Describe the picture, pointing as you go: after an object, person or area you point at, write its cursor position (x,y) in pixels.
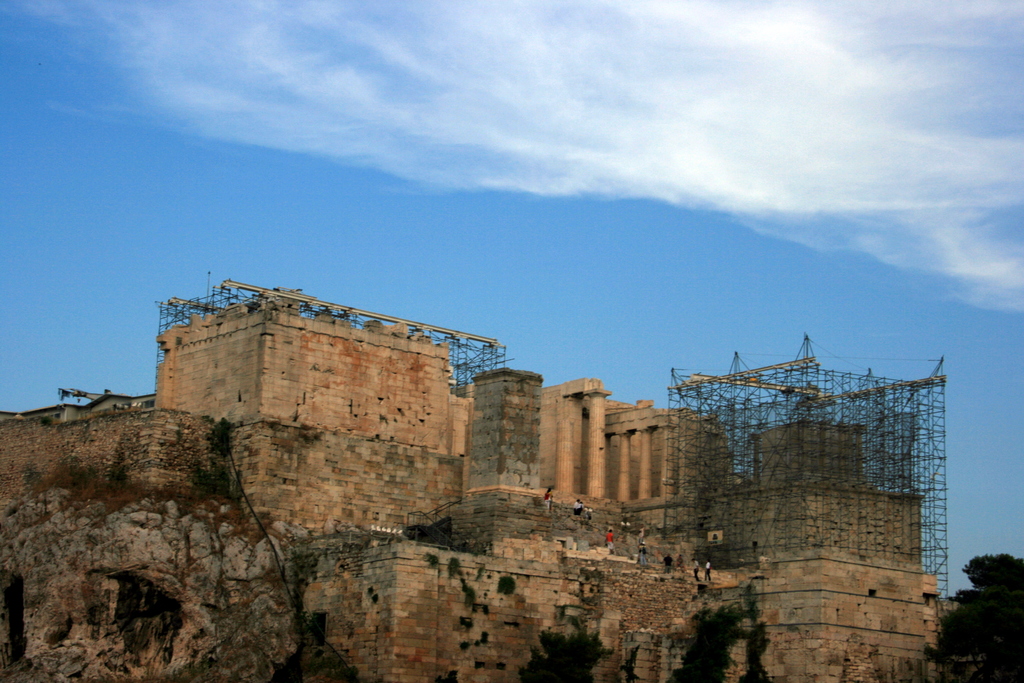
In this image, this looks like a building (600,445), which is under construction. There are few people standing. On the right corner of the image (978,588), It looks like a tree (977,653). These are the clouds (579,157) in the sky (250,243).
